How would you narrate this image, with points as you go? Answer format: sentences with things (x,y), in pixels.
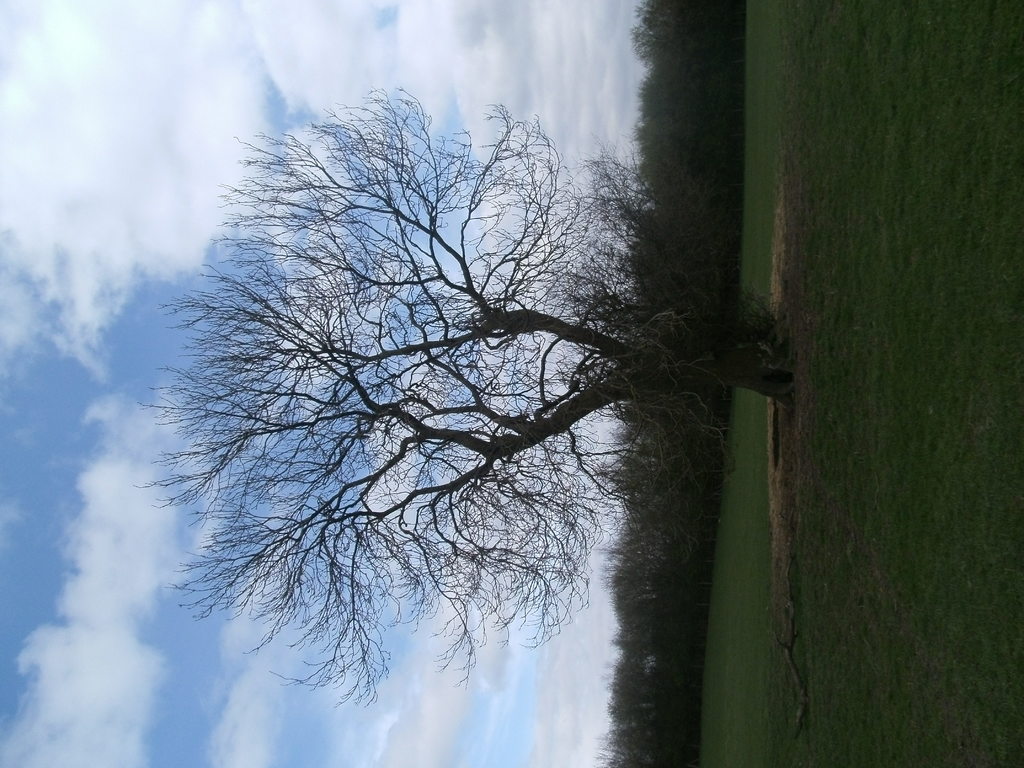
In this picture we can see some grass (885,401) on the ground (885,401). There are trees (696,457) and the cloudy sky (316,459).
